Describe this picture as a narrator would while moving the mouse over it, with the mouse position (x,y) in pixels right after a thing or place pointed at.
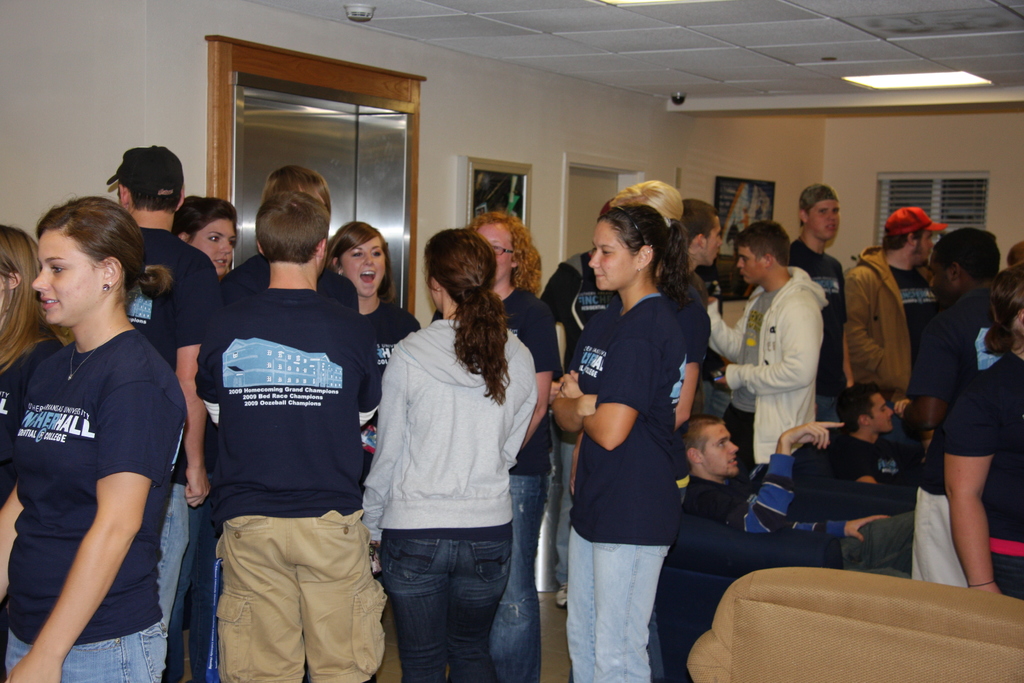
In this image, I can see groups of people (613,339) standing and two persons (859,463) sitting on the chairs (786,532). In the background (370,156), there are doors (594,197), two photo frames (729,203) attached to the wall (635,154) and a window (925,201). At the top of the image (877,82), I can see a ceiling light (890,86) and two objects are attached to the ceiling (753,75).
